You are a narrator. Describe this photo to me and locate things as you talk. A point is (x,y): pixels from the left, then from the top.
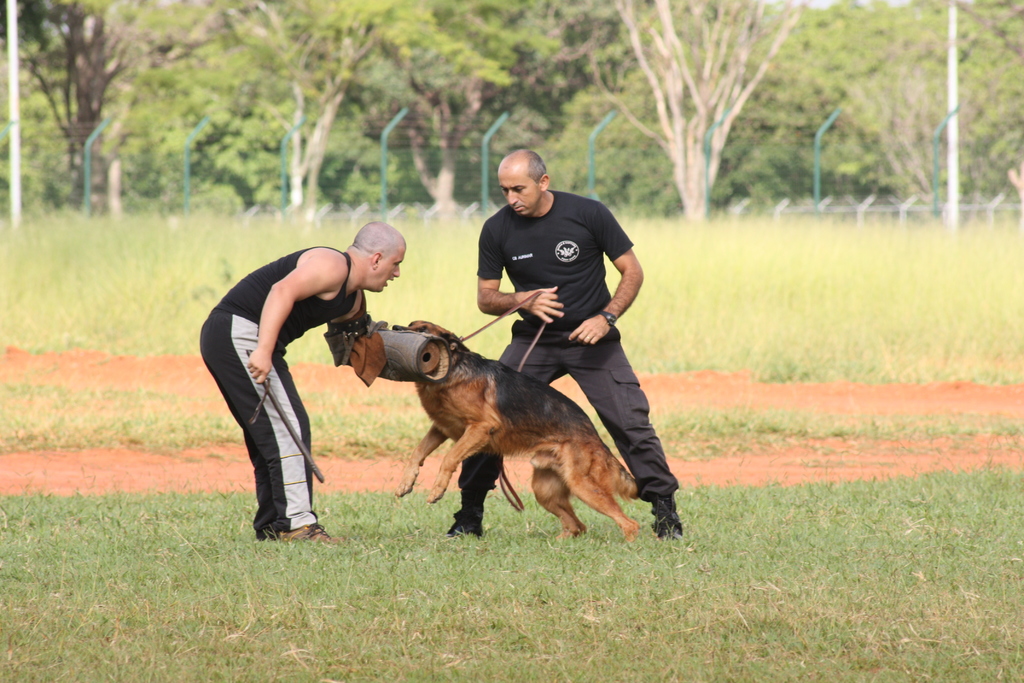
picture contains the two persons (294,287) are playing with the dog (442,382) and the floor (221,429) is full of grass (624,320) and behind the person (225,392) more trees (373,57) are there the background (187,119) is greenery (362,148).
